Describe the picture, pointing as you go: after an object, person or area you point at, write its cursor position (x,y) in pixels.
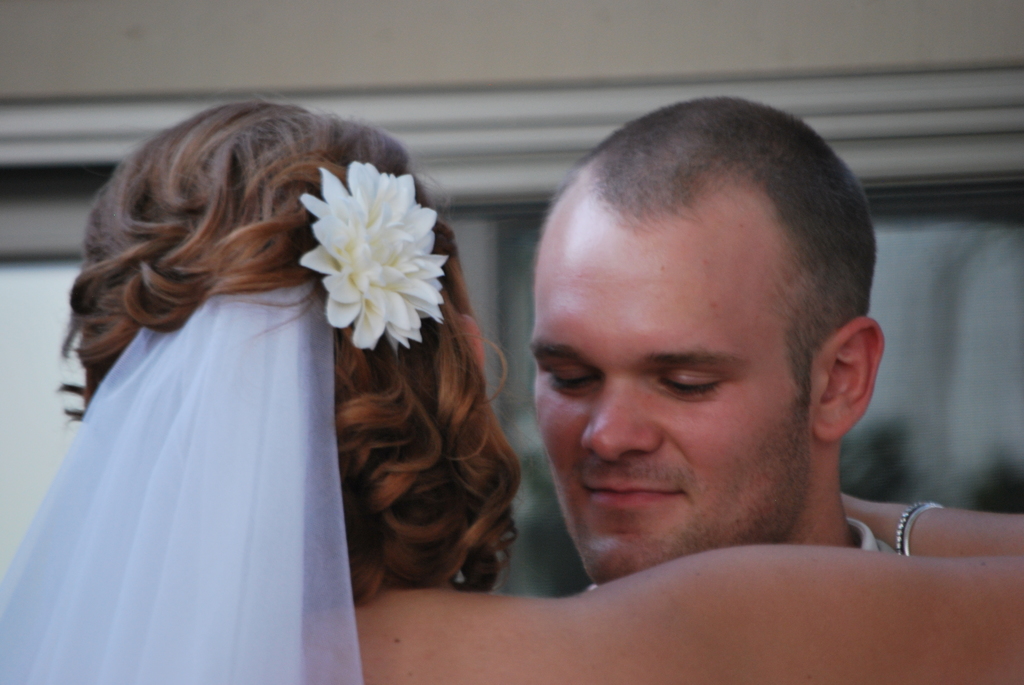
Here I can see a woman (422,522) hugging a man (762,514). On her head (265,214), I can see a white color flower (379,225) and a scarf (249,360). In the background (918,302), I can see a wall (787,60) and the glass (975,346).
